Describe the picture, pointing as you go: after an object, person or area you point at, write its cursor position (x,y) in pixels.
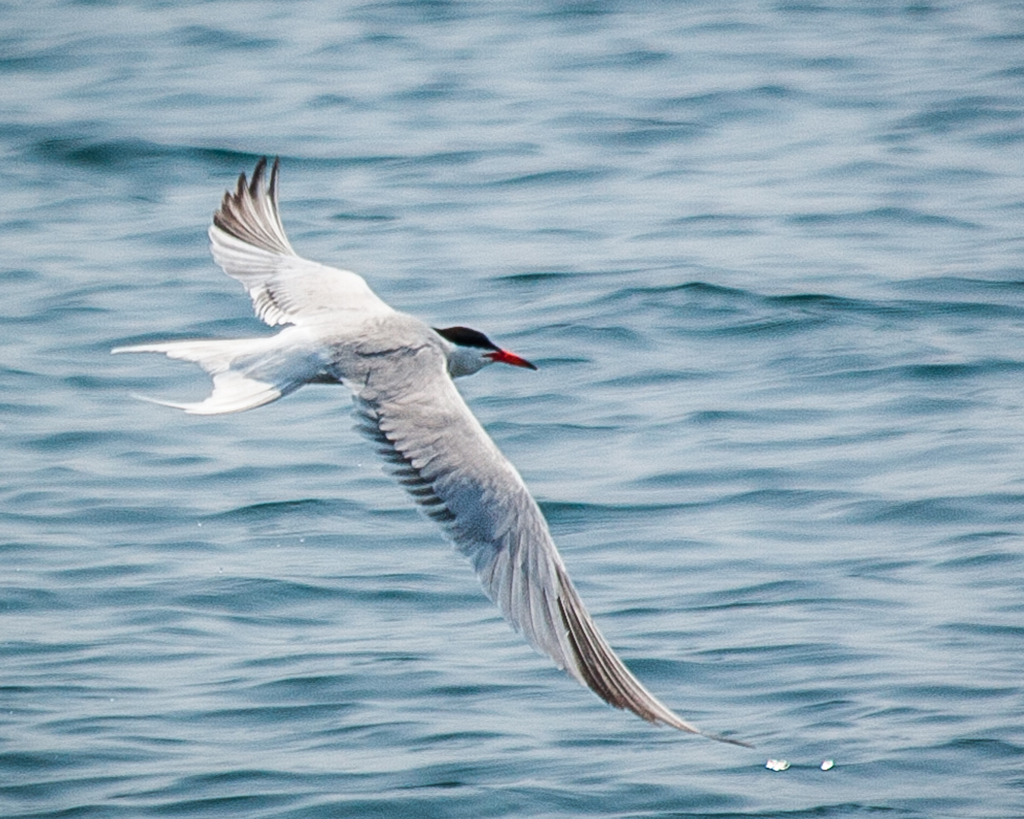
In this image I can see a bird (337,303) which is white, grey, red, brown and black in color is flying in the air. In the background (560,445) I can see the water (587,273).
